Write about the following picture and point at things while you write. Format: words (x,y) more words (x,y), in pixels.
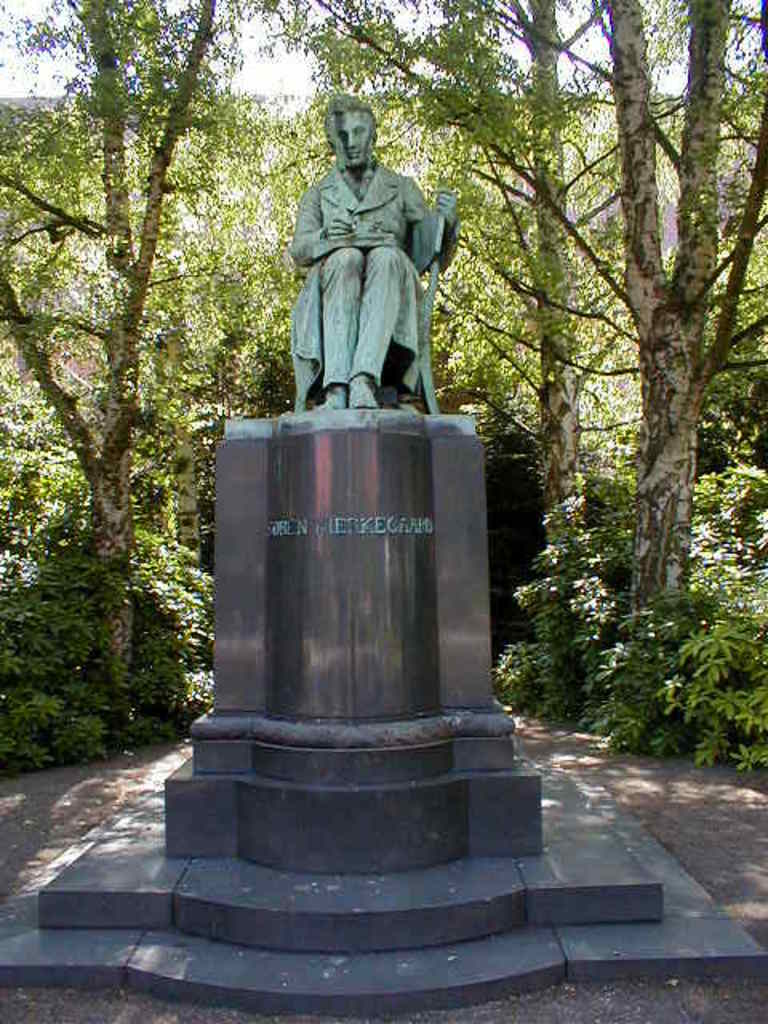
Here we can see a sculpture (421,317). In the background (22,538) there are trees (522,312) and sky (270,60).
